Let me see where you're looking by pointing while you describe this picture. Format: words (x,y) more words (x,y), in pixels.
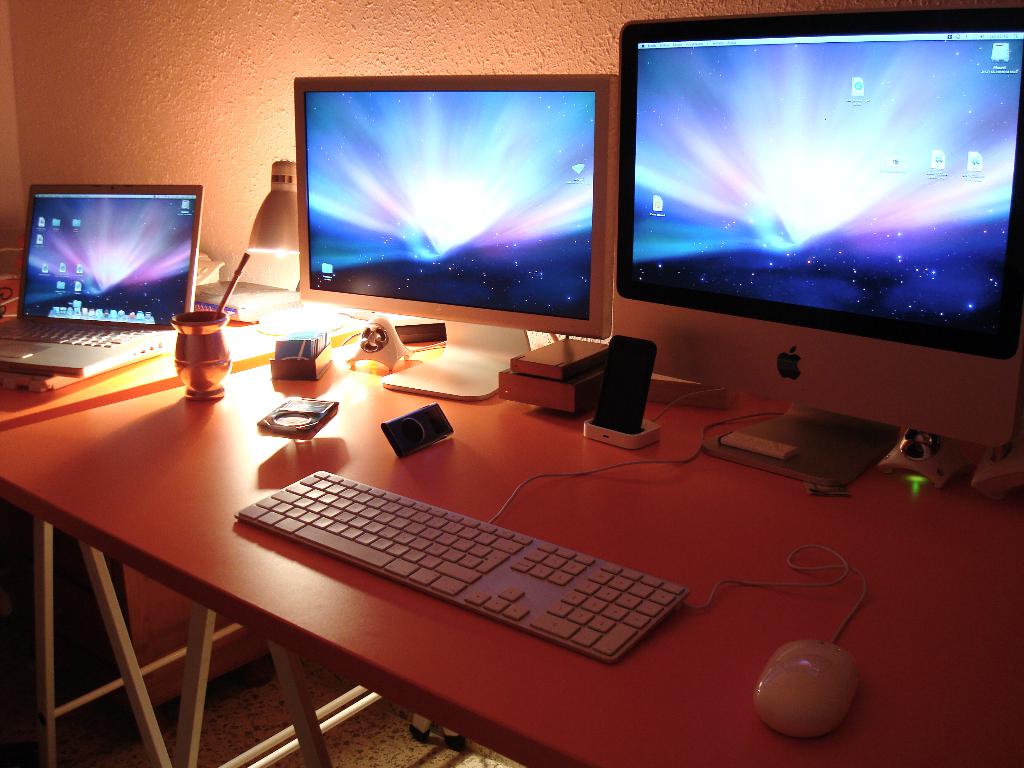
In this image in the middle (453,427) there is a table (658,502) on that there is a laptop (99,299), keyboard (426,543), mouse (784,656), monitor (512,346), mobile (622,405) and light (258,239). In the background (182,91) there is a wall (148,57).
